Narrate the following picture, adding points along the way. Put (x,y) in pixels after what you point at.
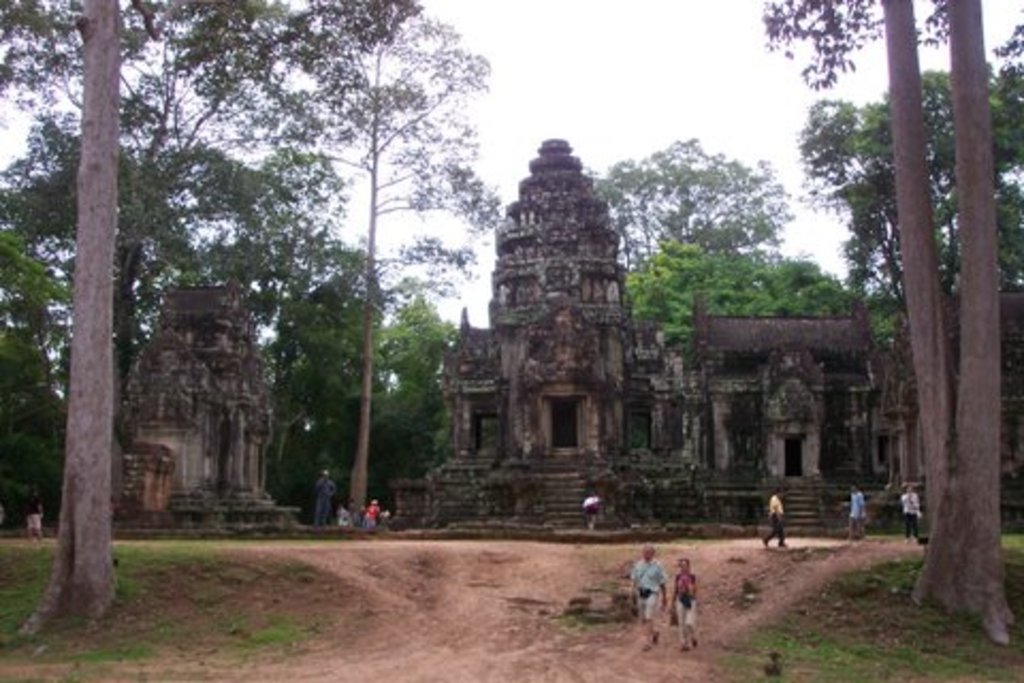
In this picture we can see a temple (601,452) surrounded with many trees (658,268). There are tourists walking on the ground (546,658).
